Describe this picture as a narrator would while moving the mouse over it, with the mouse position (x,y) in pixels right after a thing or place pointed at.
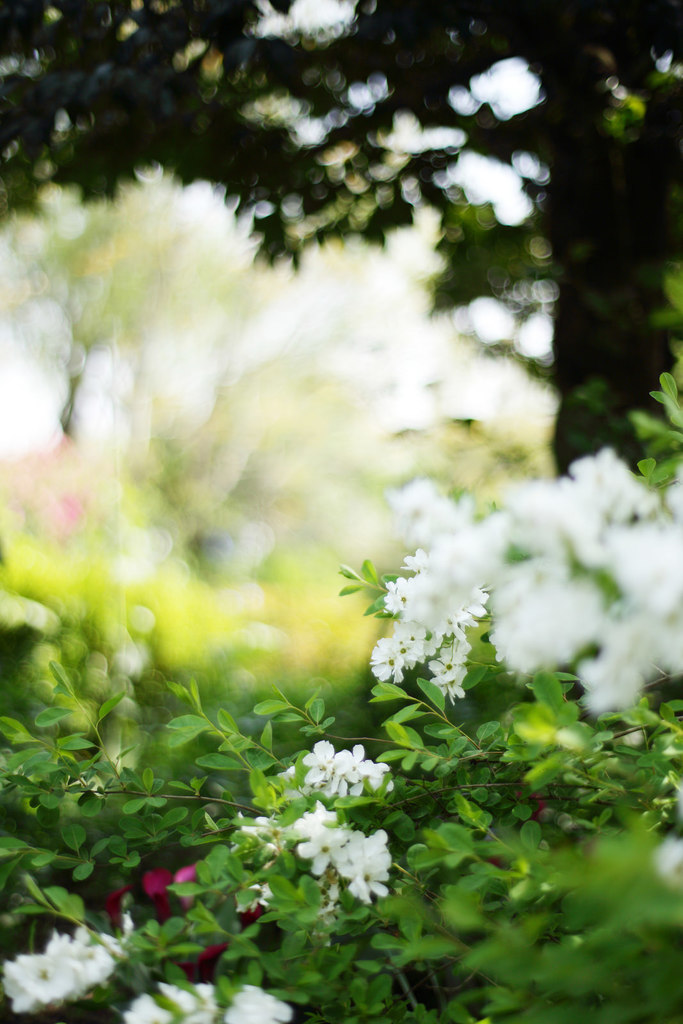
In this image we can see many trees (661,296) and plants (433,772). There are many flowers (300,821) to the plants (269,891). There is a blur background (295,531) in the image.
